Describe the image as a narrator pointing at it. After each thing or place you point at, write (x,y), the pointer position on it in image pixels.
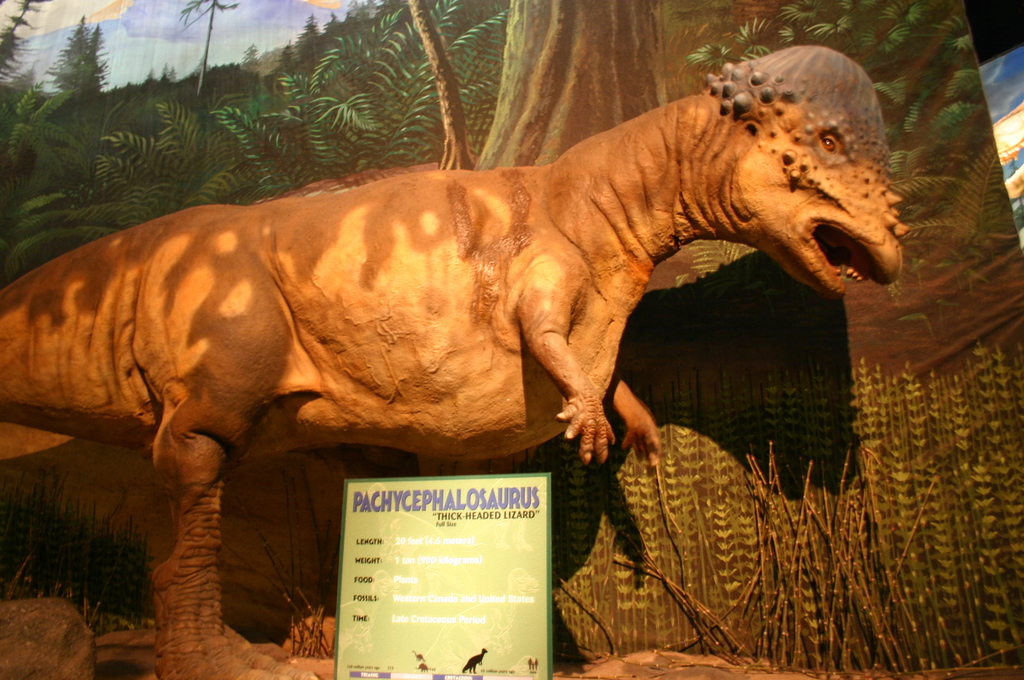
There is a sculpture of a dinosaur (327,341) and there is a board (413,593) in front of it. There is a curtain (433,103) at the back (228,134) which has a painting of trees (228,137). There is a rock (1,648) on the left (14,641).
